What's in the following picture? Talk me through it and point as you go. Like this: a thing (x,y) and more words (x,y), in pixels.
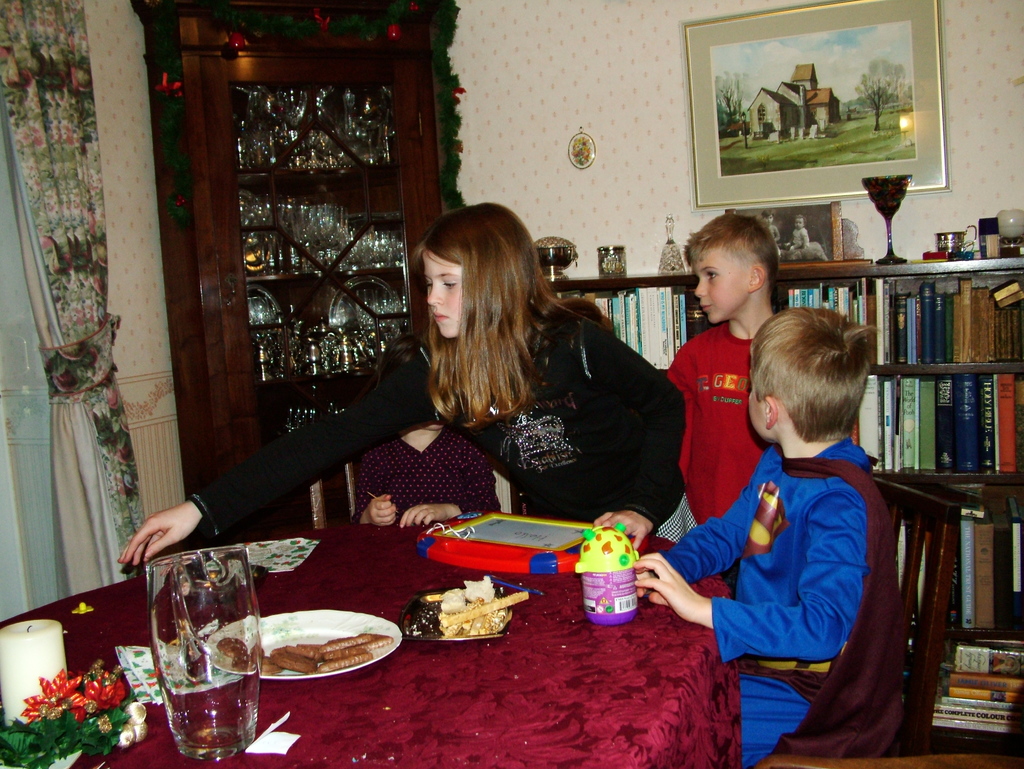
In this image I can see a four children's (722,401). In front (831,571) the child (791,537) is wearing a superman costume (796,528) and sitting on the chair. On the table (566,705) there is a glass (227,730), plate (375,652), biscuits (299,652), bottle (582,564) and a toy (480,539) and there is a candle (29,643). The table (545,700) is covered with a maroon cloth (653,690). At the back side (332,124) there is a cupboard (416,143) with some objects (348,323). The frame (754,129) is on the wall (622,69) there is a book rack (980,291) and there is a curtain (86,344). The background (614,136) is in white color.
